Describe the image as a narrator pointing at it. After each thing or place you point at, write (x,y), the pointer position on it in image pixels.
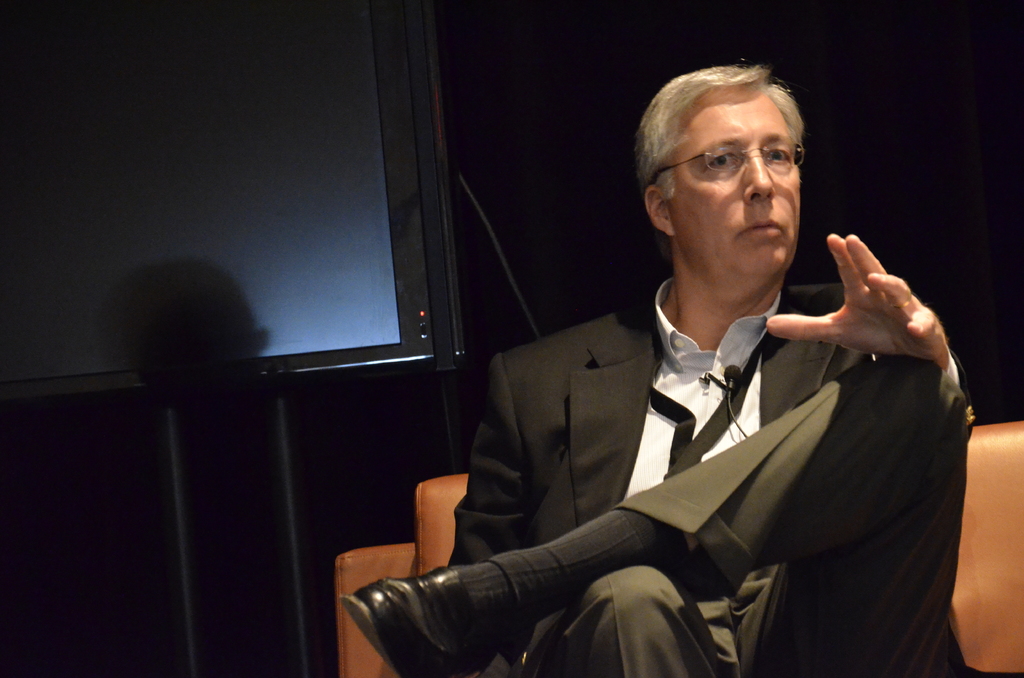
Here in this picture we can see a person (747,375) in black colored suit (529,379) sitting on chair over there and he is wearing spectacles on him and behind him we can see a board (385,355) present on the stand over there.
